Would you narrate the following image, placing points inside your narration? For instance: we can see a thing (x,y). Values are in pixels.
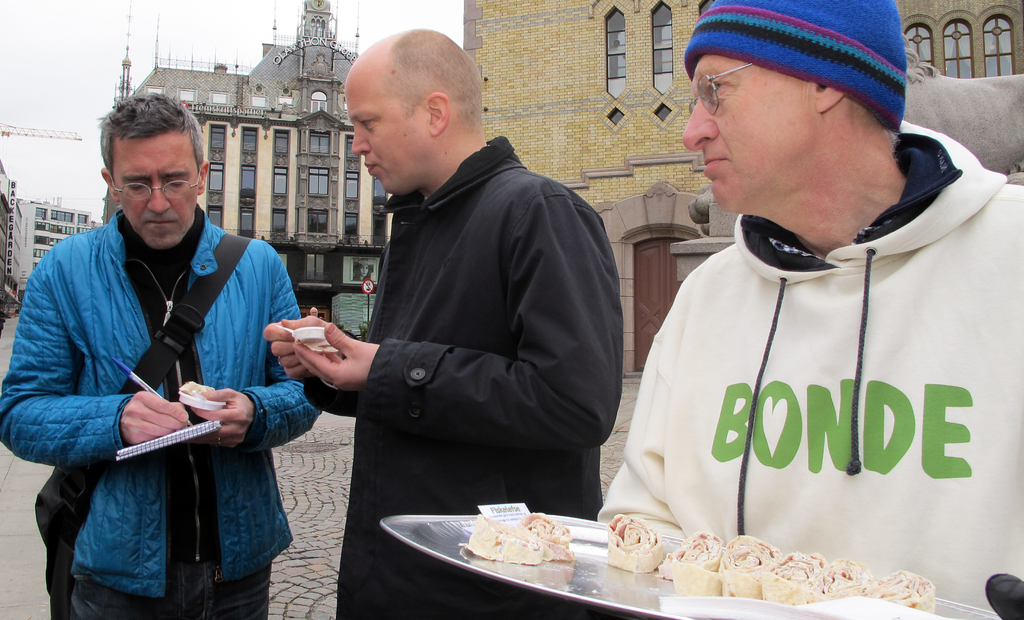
In this picture we can see three men (231,467) standing on the road (308,519), tray (941,601) with food items (902,578) on it, book (180,434), pen (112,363), bag (56,512), signboard (362,290), buildings (376,287) with windows (49,231) and in the background (35,98) we can see the sky (71,95).
